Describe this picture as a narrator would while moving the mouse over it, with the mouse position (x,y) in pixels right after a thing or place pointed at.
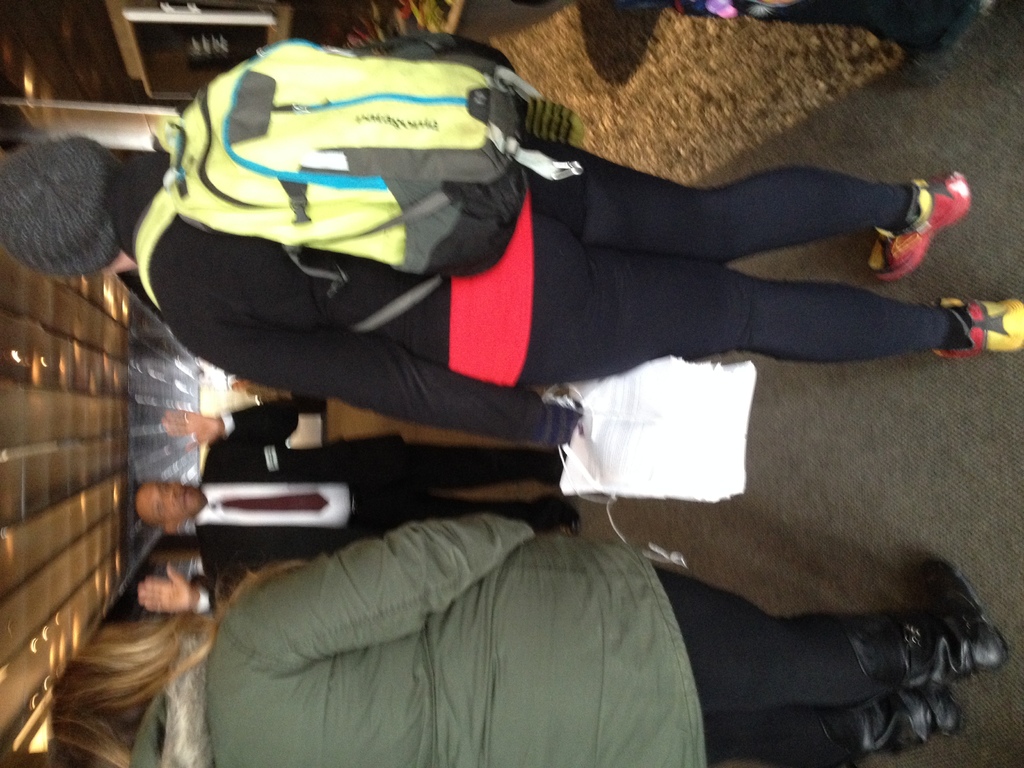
In this image we can see four persons (436,489). A person (562,424) is wearing a backpack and holding some object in the hand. There are few lamps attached to the roof (59,507).
